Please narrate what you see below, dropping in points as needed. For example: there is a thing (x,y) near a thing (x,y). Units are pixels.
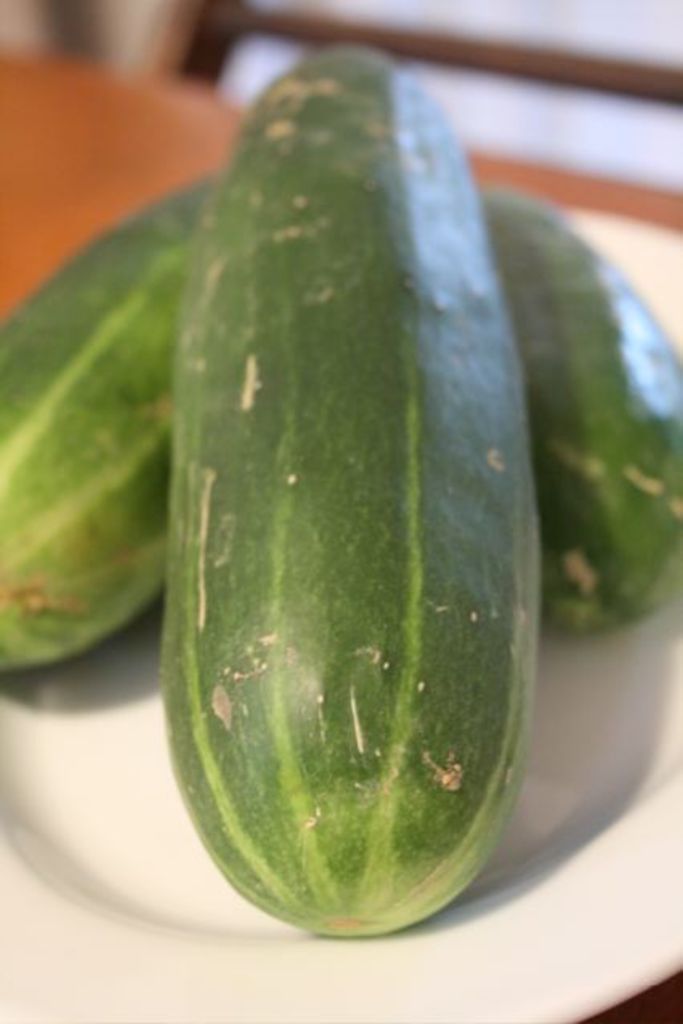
In this image, we can see cucumbers (425,464) on the plate (411,958). In the background (256,90), image is blurred.
